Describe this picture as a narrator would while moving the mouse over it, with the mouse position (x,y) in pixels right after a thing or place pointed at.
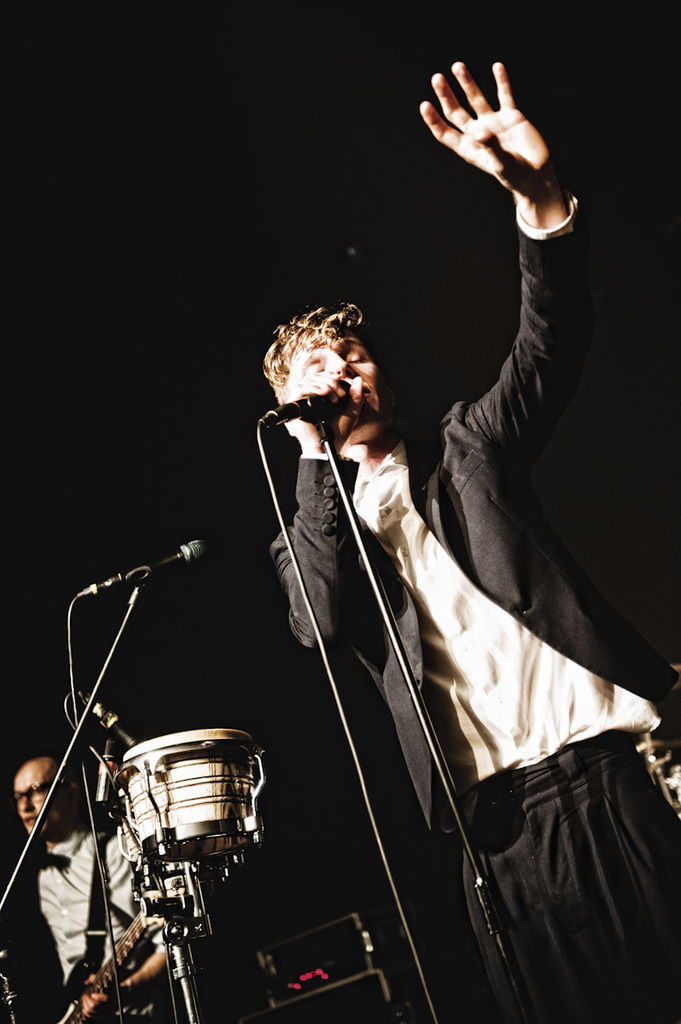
This picture is clicked in a musical concert. Man (509,704) in white shirt (485,645) and black blazer (485,528) is holding microphone (333,407) in his hand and singing on it. Beside him, man (49,909) in white shirt (55,914) is playing guitar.
